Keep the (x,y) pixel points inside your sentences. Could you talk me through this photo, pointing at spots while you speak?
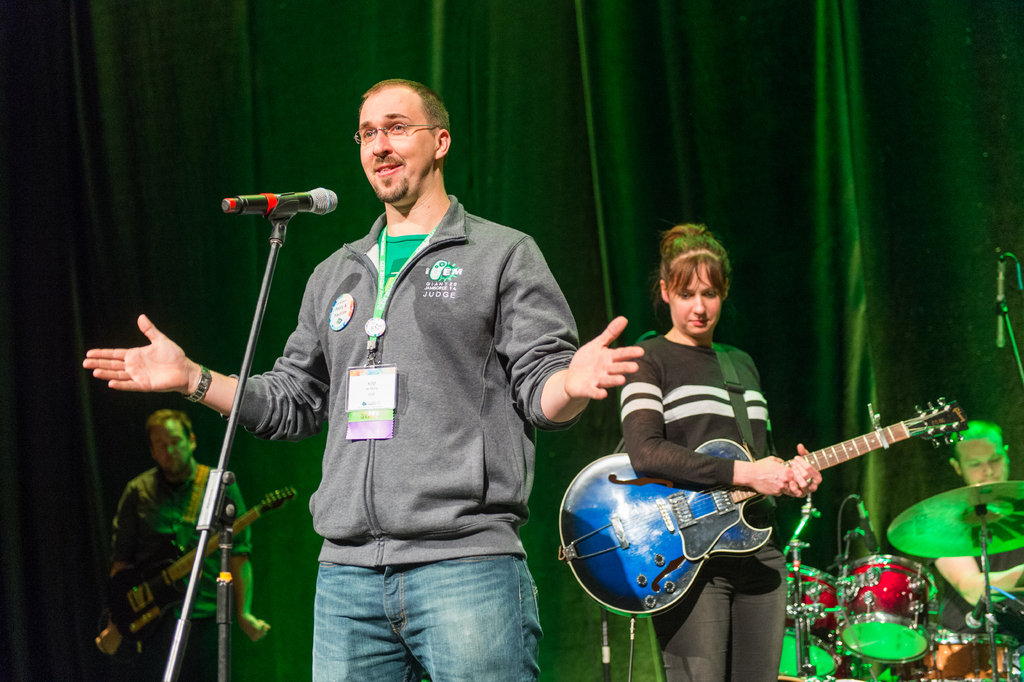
In this picture we can see a man (375,241) in the jacket (388,356) and the man (388,229) wore the tags (369,376). In front of the man (363,284) there is a microphone (324,204) with stand (227,478). Behind the man (314,408) there are two people (645,471) holding the musical instruments (630,536) and a person (959,453) is sitting. In front of the sitting person (996,477) there are some musical instruments (871,557) and a stand (1008,314). Behind the people (336,398), it looks like a curtain (847,120).
